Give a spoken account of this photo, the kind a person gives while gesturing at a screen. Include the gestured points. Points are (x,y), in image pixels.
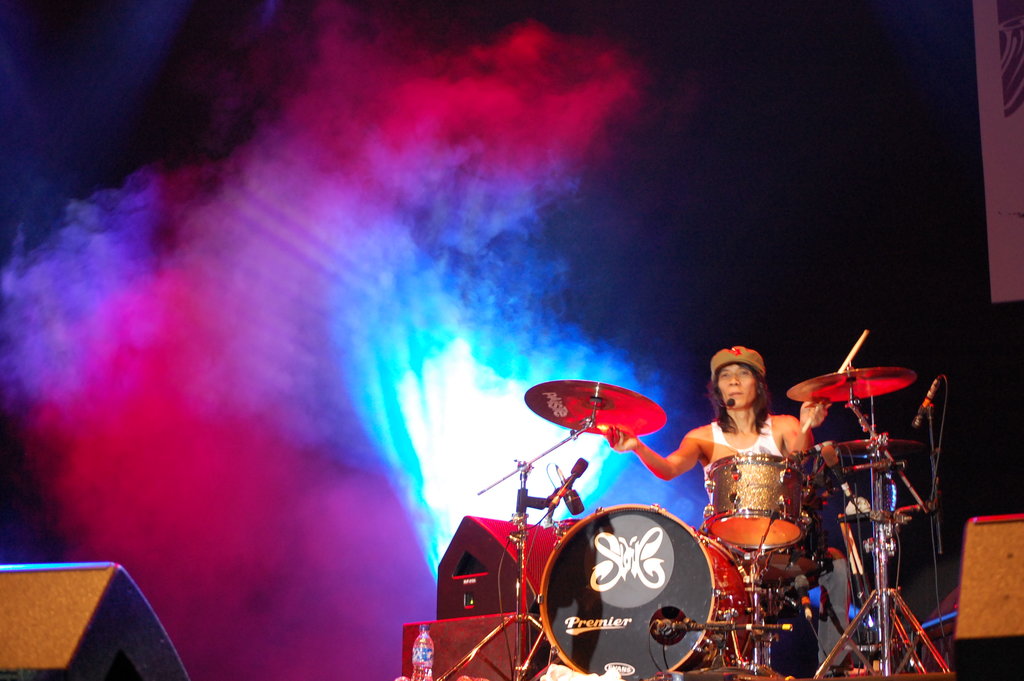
Here in this picture we can see a person (740,429) sitting on a stool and he is playing drums (781,502) which are present in front of him and we can see speakers (505,600) also present beside him and we can see colorful lights (471,315) and smoke (325,178) over there.
